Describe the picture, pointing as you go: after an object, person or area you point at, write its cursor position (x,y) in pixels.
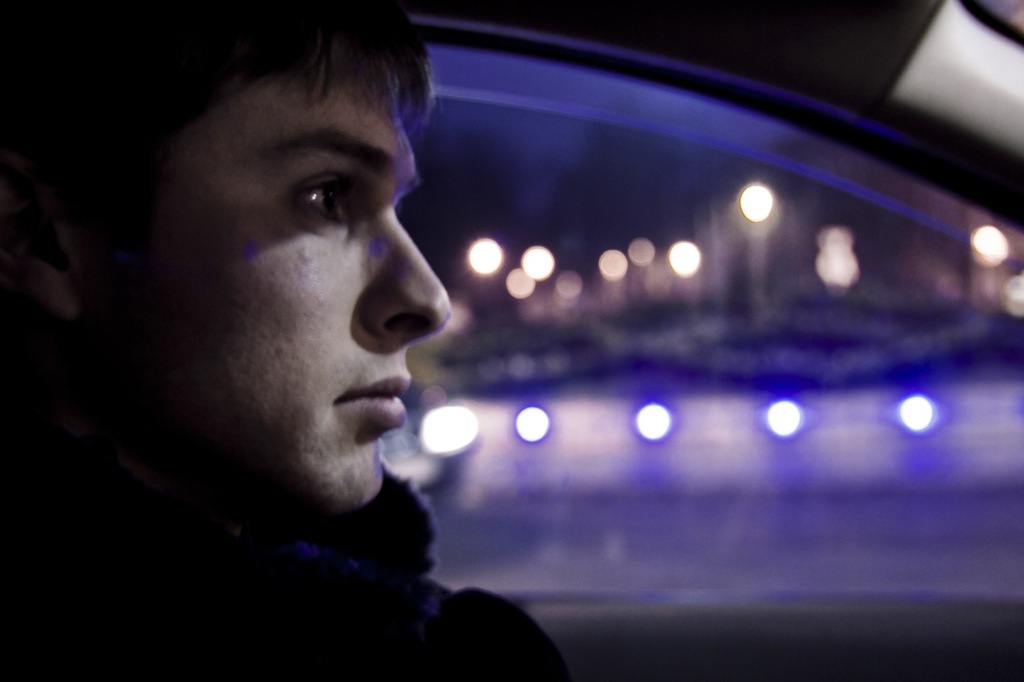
In this image we can see a man (290,432) sitting in the car (679,640). In the background (754,206) there are lights (698,263).
